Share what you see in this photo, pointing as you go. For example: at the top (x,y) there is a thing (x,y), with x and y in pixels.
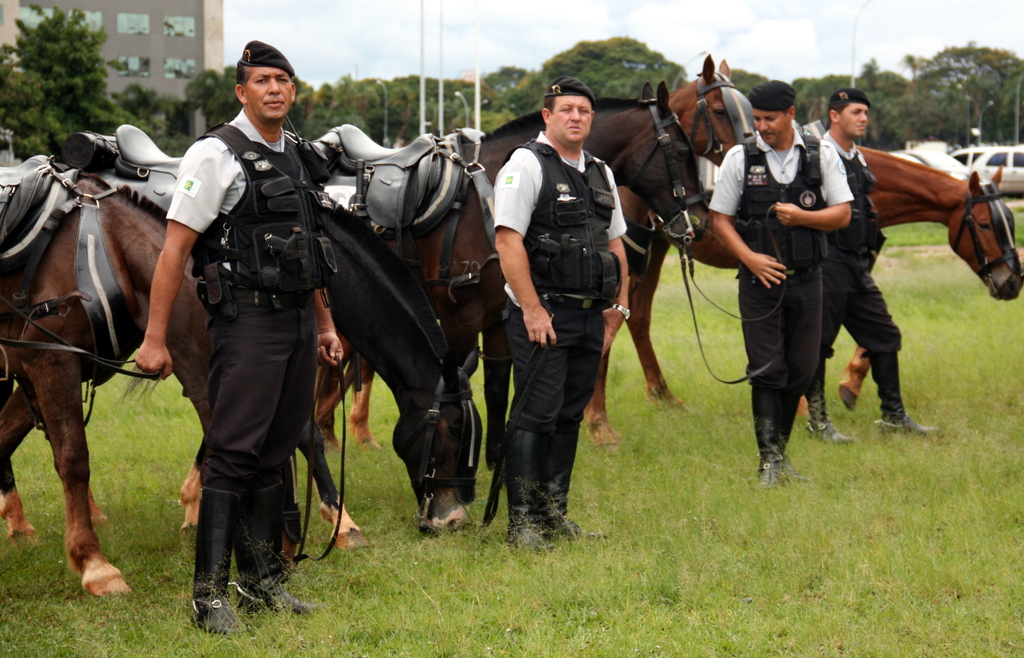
In this picture we can see there are four people (549,365) standing on the grass path (723,339). Behind the people (305,244) there are horses (973,181), poles (1018,142), some vehicles (957,163) on the path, trees (376,102) and a building (127,85). Behind the trees (612,44) there is a sky (411,23).
